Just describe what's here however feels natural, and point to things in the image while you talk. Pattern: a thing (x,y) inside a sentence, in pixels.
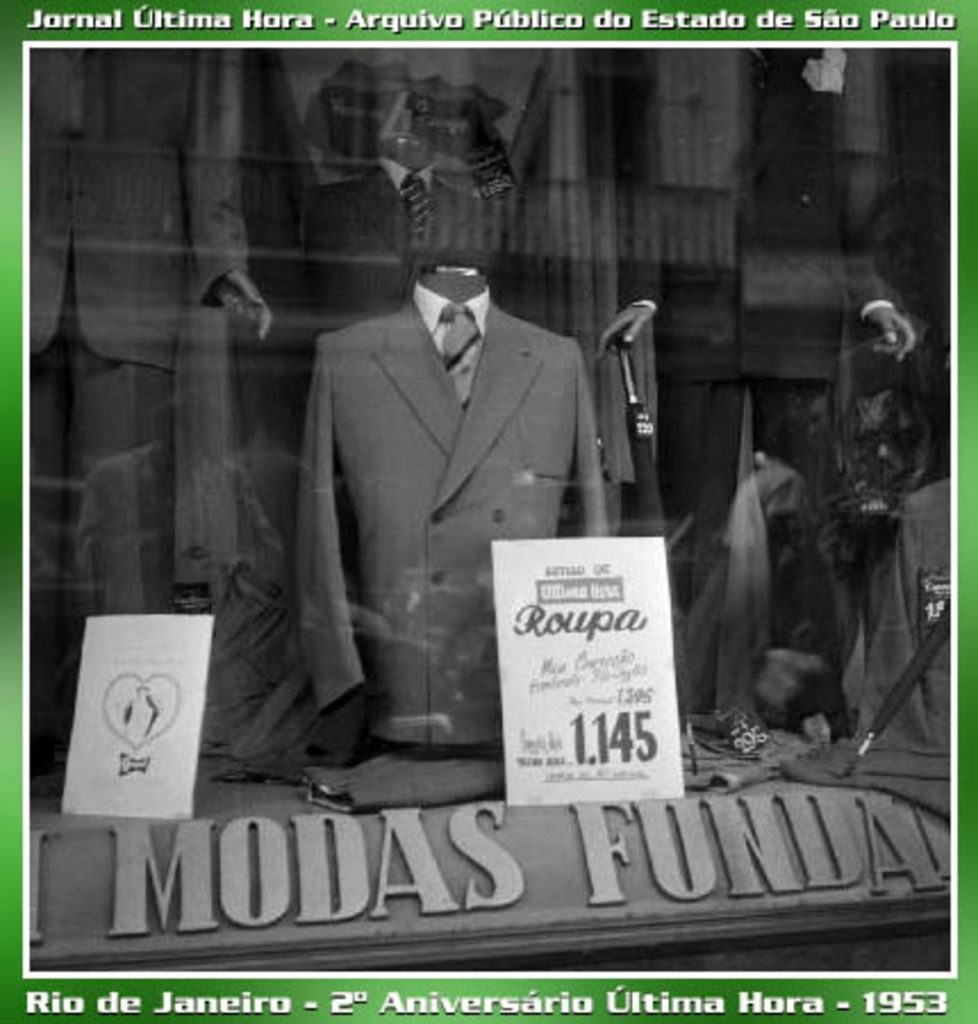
In this image there are mannequins (416,544) and we can see clothes (490,601) placed on the mannequins (538,506). At the top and bottom there is text (639,1010) and we can see boards (504,728).
